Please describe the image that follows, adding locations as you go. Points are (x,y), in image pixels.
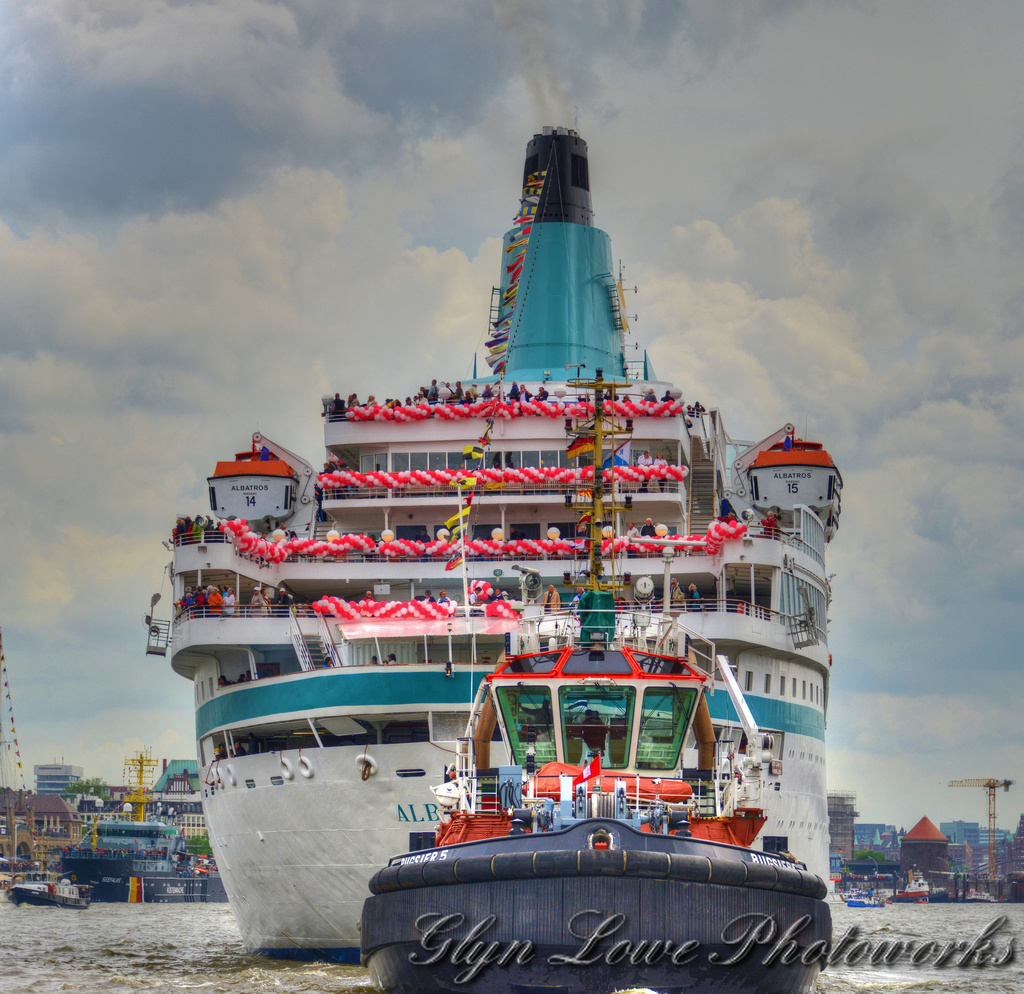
In this image we can see ships (349,880) on water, construction cranes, buildings (184,788) and sky (769,421) with clouds (741,323) in the background (299,386).
